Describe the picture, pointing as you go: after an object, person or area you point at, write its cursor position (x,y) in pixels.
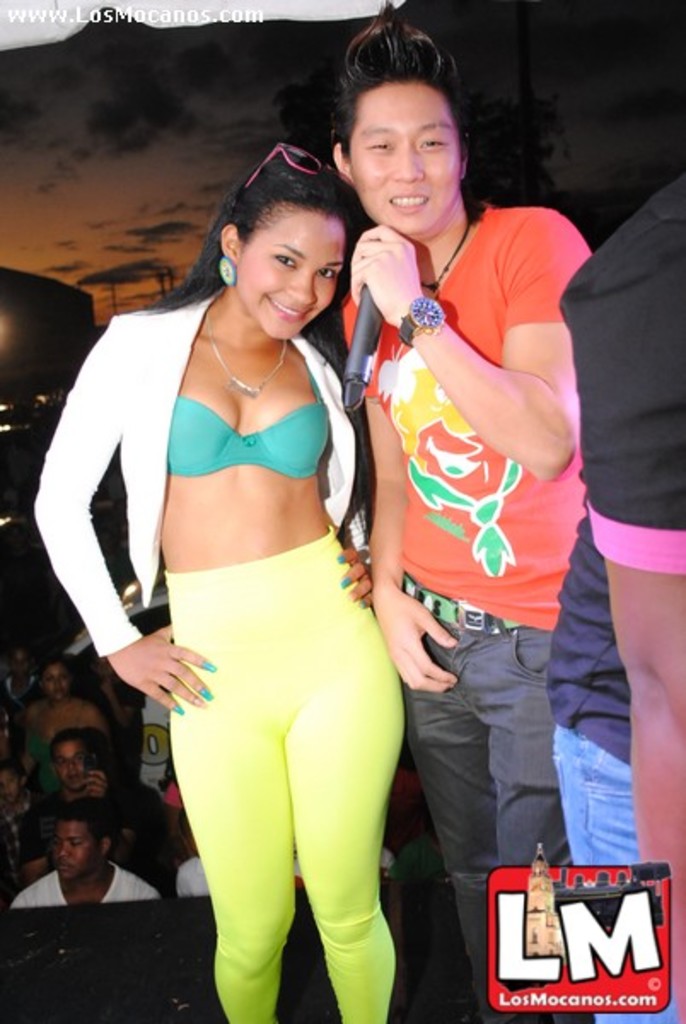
This picture describes about group of people (253,617), in the middle of the image (253,676) we can see a man (383,467) and woman (336,363), she is smiling, and he is holding a microphone (371,361).
